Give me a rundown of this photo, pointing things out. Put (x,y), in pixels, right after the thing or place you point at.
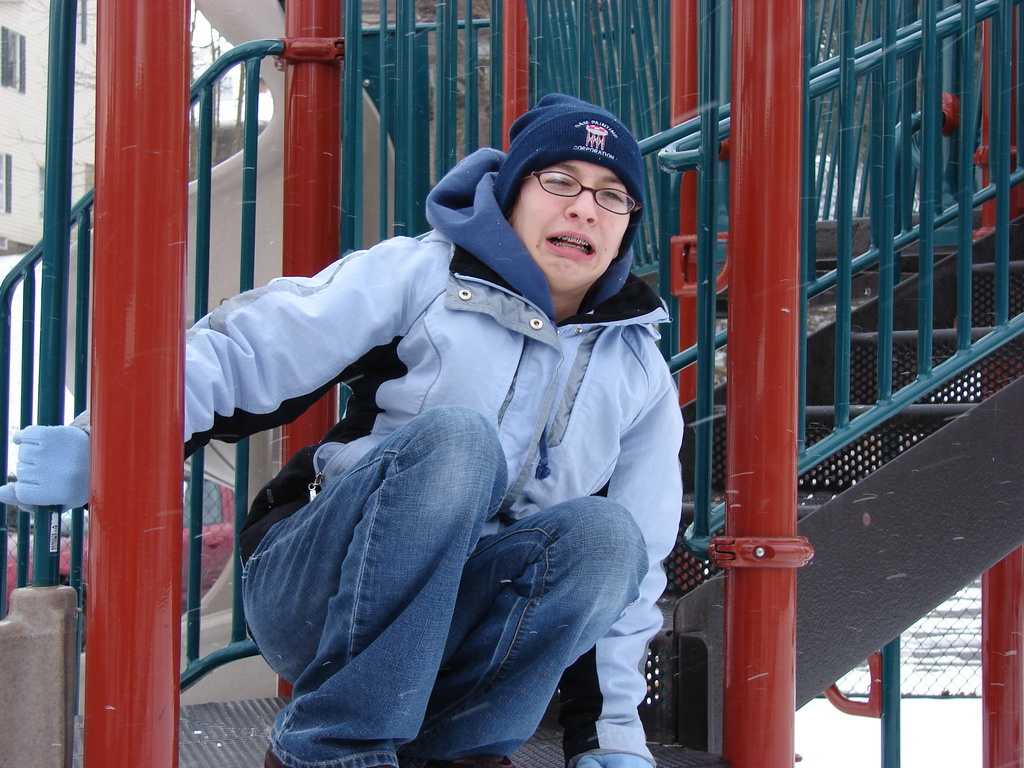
In this image we can see a woman (469,380) wearing the cap (574,143) and also the glasses (625,194). We can see the rods (759,246), railing (994,11) and also the stairs (874,454). We can also see the fence (12,531). On the left (40,70) we can see the building (36,111).
